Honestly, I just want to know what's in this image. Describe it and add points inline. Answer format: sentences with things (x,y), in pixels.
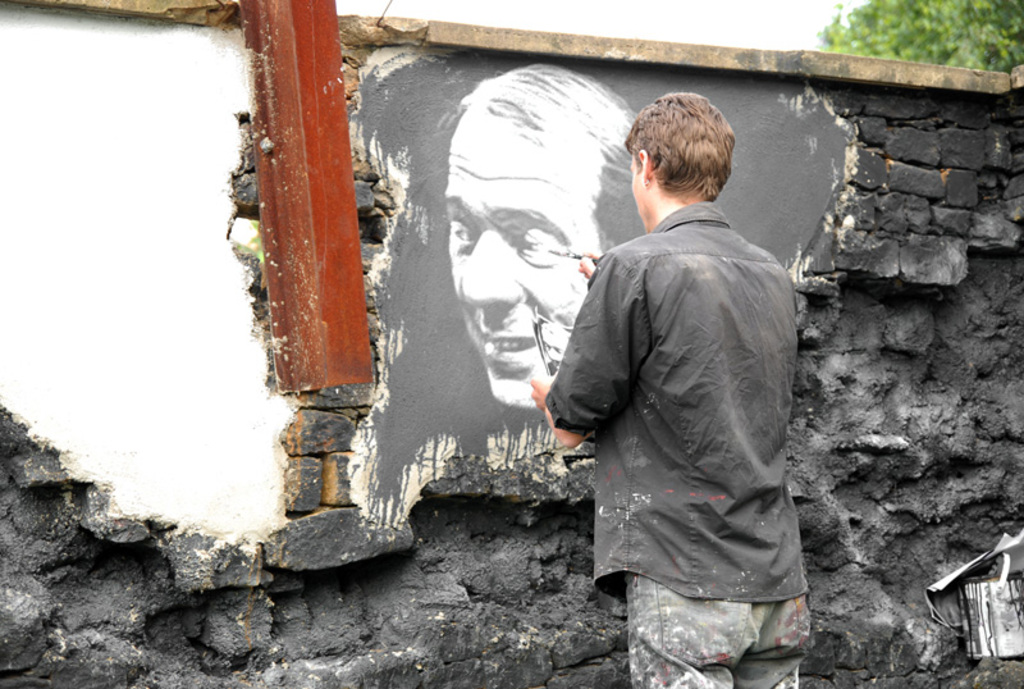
In this image there is a man (688,407) painting the face (461,204) on the wall (439,153). On the right side (906,26) top corner there is a tree (921,21).
